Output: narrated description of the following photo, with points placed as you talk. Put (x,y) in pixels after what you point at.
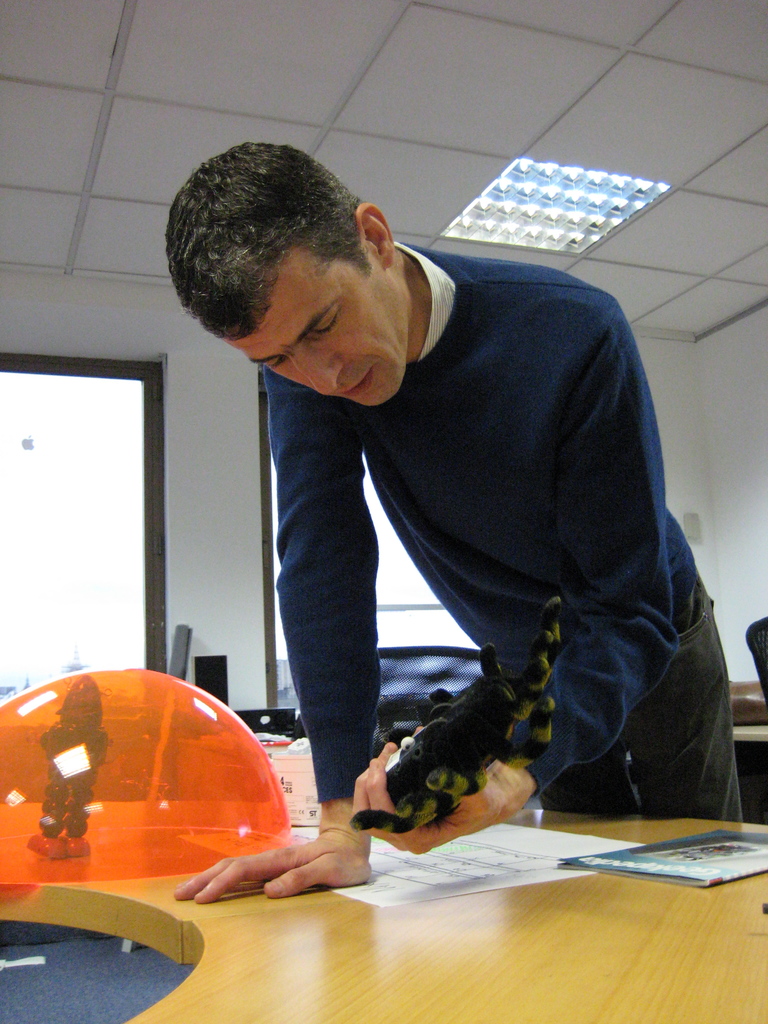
Man (503,583) standing, on table (502,902) there are papers (457,868), toy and there are windows (144,532).
